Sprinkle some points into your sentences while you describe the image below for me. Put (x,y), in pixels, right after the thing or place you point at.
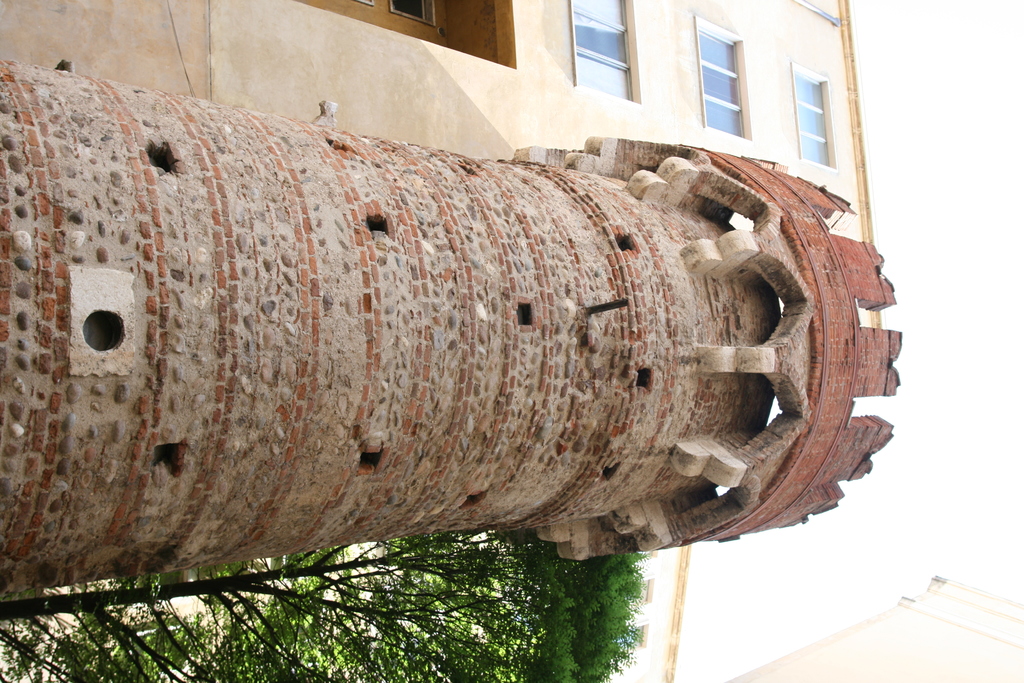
In this picture there is a tower (793,262) in the center of the image (526,359) and there are building (797,94) and trees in the background area of the image (153,24).
